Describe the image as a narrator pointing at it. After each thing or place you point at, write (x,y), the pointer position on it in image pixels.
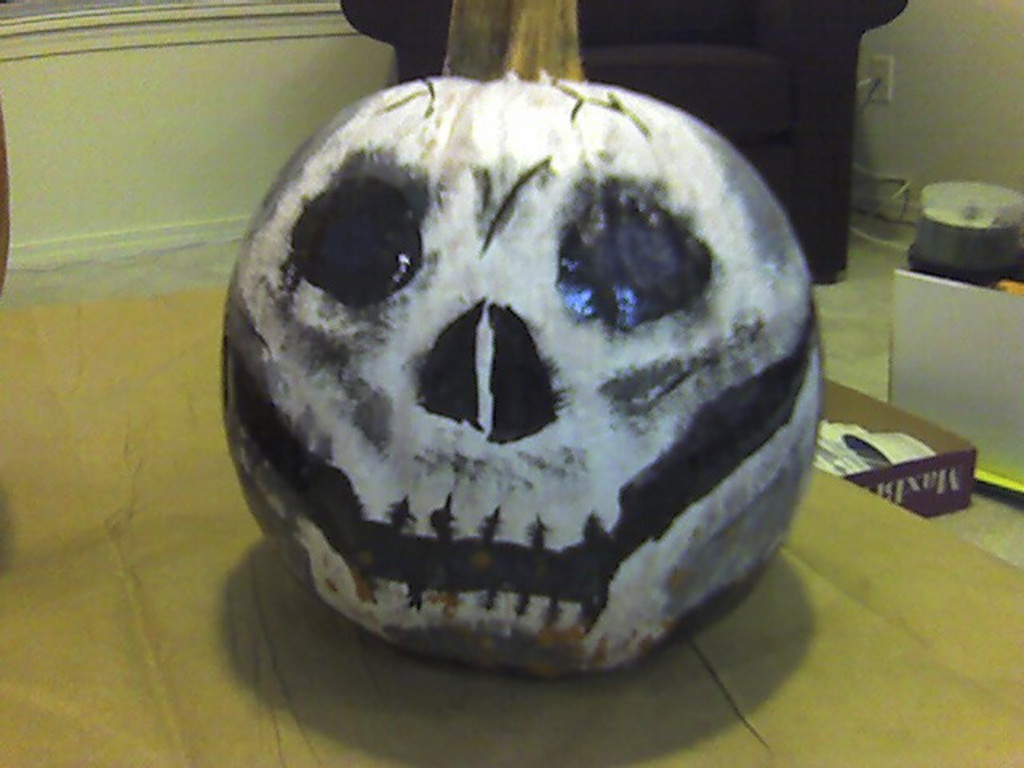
In this picture there is a pumpkin (436,471) which is kept on the paper (594,722). This pumpkin (696,369) is looks like a skull (555,406). In the back (778,103) i can see the chair (770,44) near to the wall (866,79) and sockets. On the right (915,461) there is a box (929,471) near the table (1009,394) and the couch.
